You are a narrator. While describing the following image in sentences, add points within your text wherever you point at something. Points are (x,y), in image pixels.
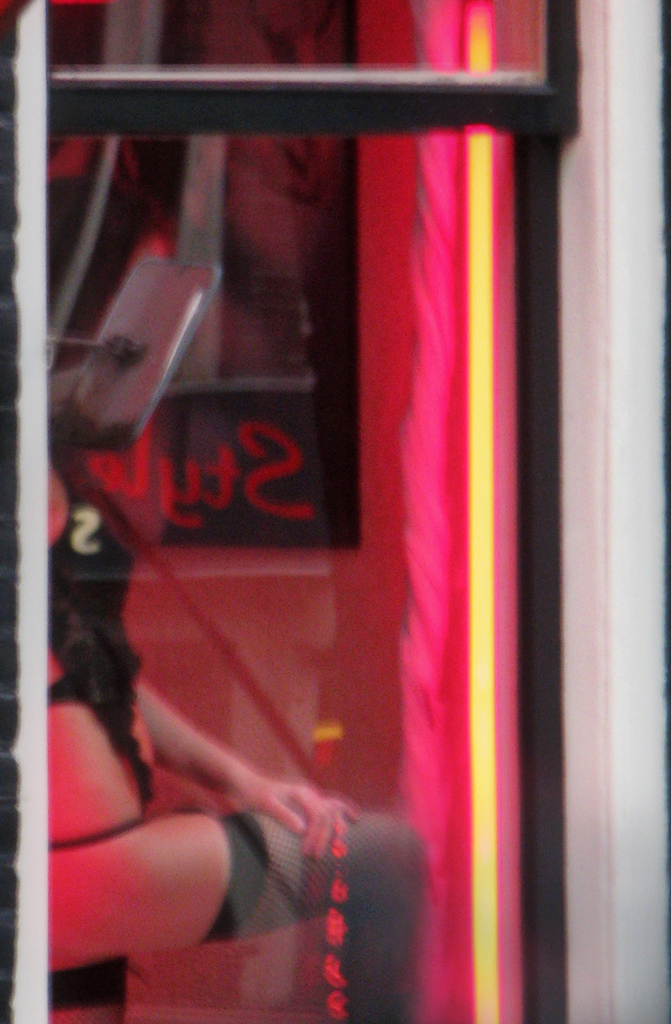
In this image we can see a person (91,650) sitting inside the room (92,282), in the foreground of the image (188,395) there is glass door (194,367) and in the background of the image (314,472) there is some poster (316,473) attached to the wall (271,598).
